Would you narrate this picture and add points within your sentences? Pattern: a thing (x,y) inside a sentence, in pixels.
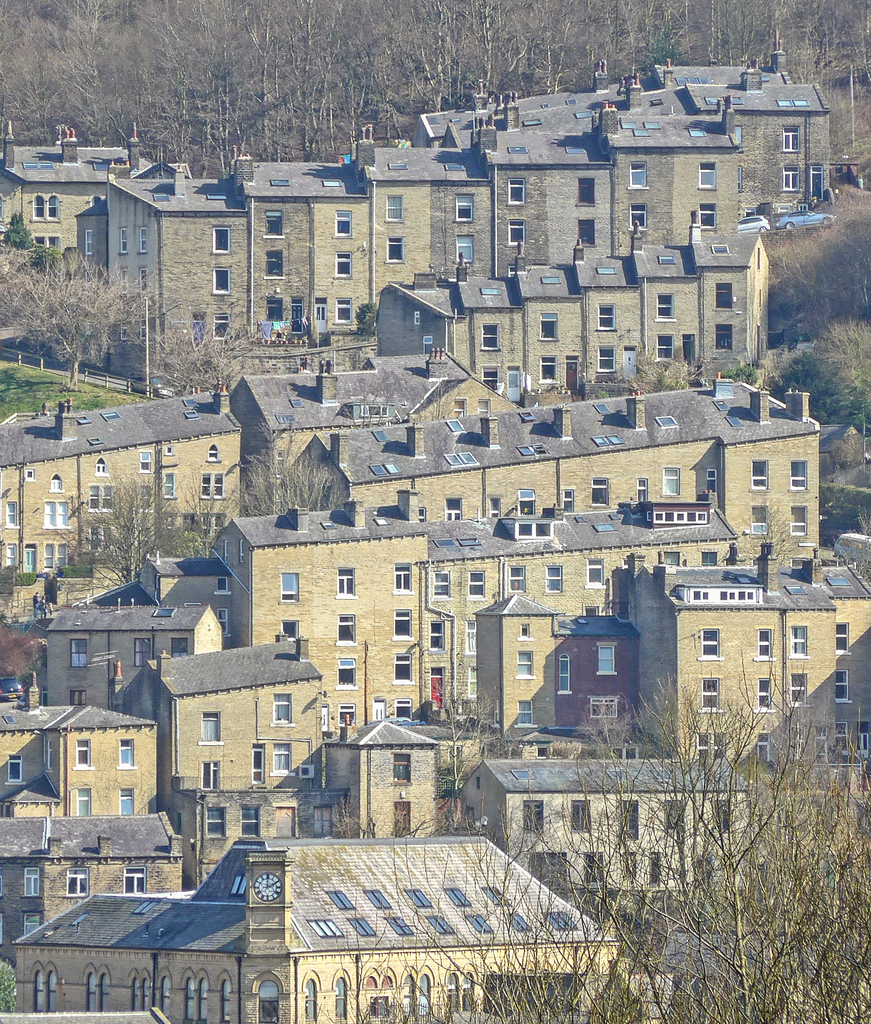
This is a top view of a part of a city (748,495). I can see buildings (395,424) and trees (159,43) all over the image.
